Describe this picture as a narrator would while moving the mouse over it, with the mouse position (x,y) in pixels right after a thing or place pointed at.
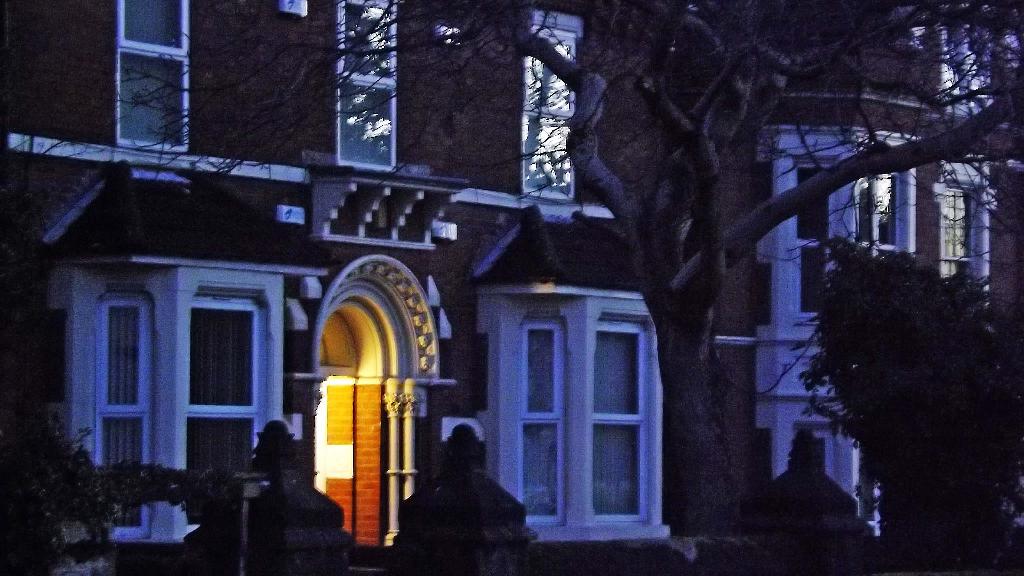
This is the picture of a building (370,291). In this image there is a building (549,319) and there are trees (995,334). There is a light (357,355) inside the building (377,359). In the foreground (292,548) there is a wall (660,558).
